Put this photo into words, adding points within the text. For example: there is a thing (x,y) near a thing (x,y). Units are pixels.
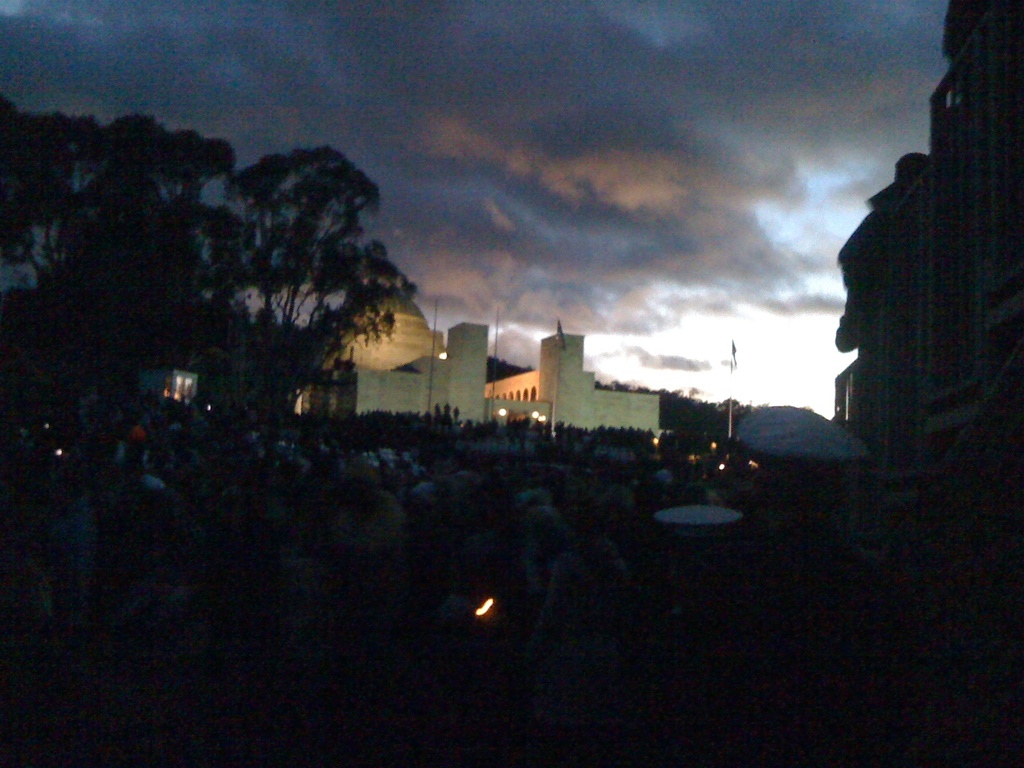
These are the buildings (601,418). I can see the trees (733,419). These look like the flags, which are hanging to the poles (731,411). I can see many people (391,529) standing. These are the clouds (544,259) in the sky (691,293).
